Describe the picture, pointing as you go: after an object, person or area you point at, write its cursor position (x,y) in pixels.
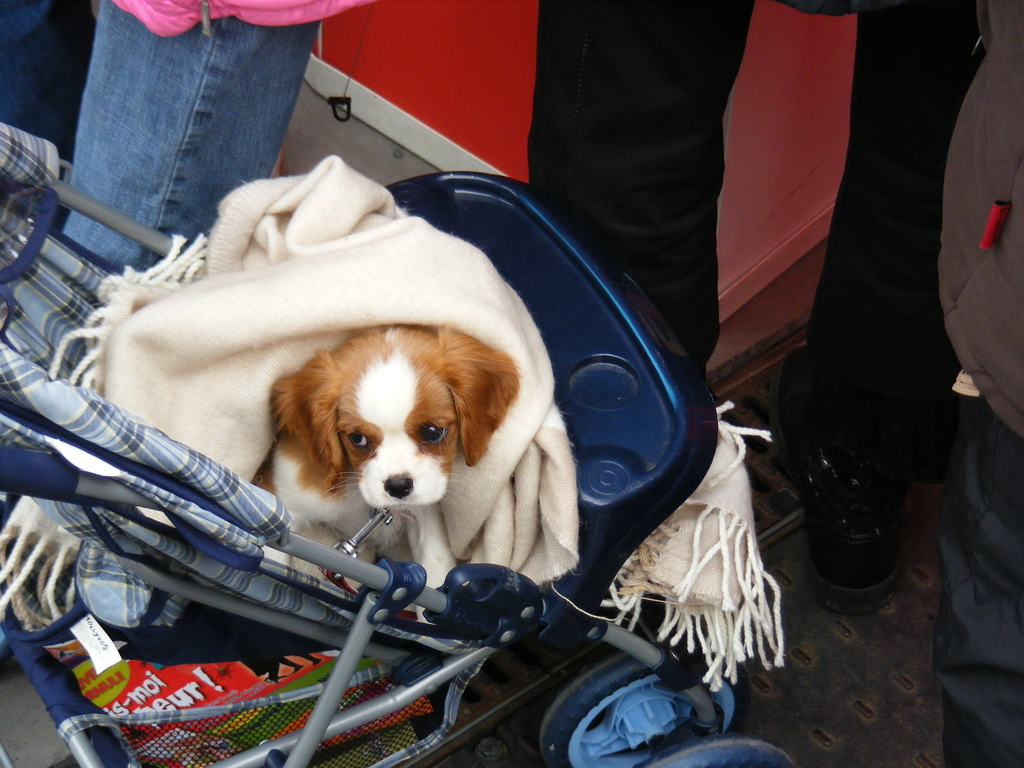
There is a dog (380,414) with a cloth (286,302) is sitting on a stroller (249,581). In the stroller (241,618) there are some other things (200,675). Also some people (190,14) are there.
